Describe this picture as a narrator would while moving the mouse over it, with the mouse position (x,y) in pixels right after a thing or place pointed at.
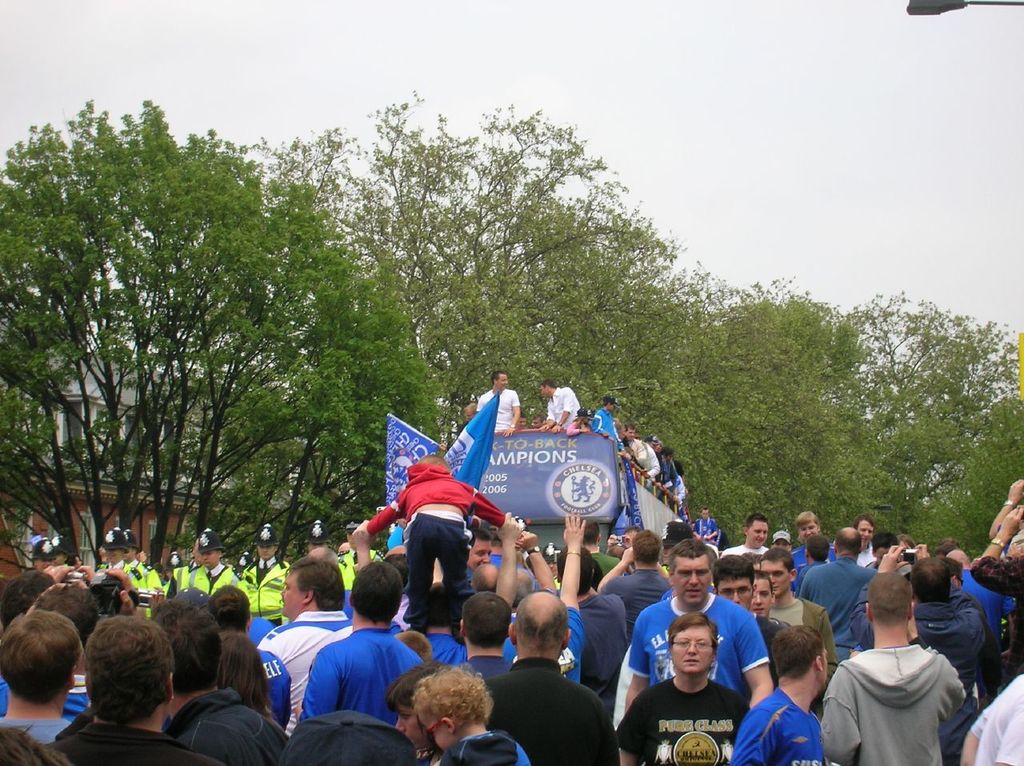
In this picture I can see a group of people (510,617) in the middle (479,487), it looks like a vehicle (568,509). In the background (13,419) I can see few trees (611,348), at the top (750,123) there is the sky (783,126). On the left side (44,533) there is a building (179,475).
